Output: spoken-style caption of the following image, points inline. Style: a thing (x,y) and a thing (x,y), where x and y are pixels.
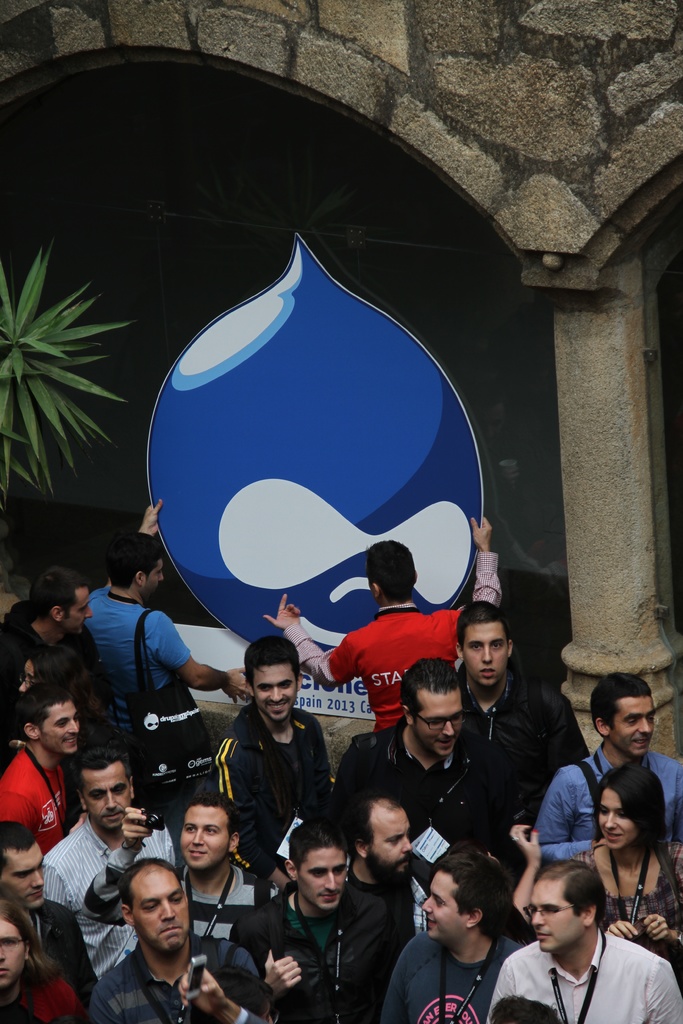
In this image we can see a few people (280,861), among them some are holding the objects (453,569), in the background (638,419), we can see a plant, pillar (635,405) and the wall (645,274).
